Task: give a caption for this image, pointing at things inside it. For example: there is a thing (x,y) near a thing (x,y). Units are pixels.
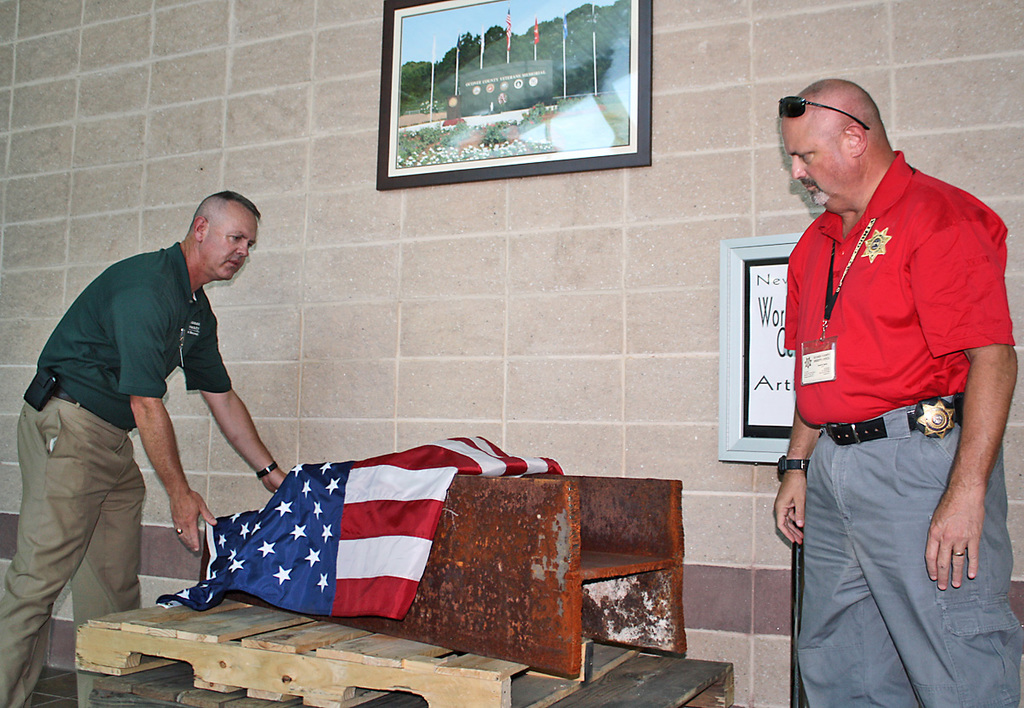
In this image I can see two persons (130,370) standing and I can see a person (169,300) is holding a flag (270,517). I can see few wooden objects (428,664) in between the persons (161,287) and in the background (551,348) I can see the wall (484,295) and two photo frames (554,18) attached to the wall (517,275).
